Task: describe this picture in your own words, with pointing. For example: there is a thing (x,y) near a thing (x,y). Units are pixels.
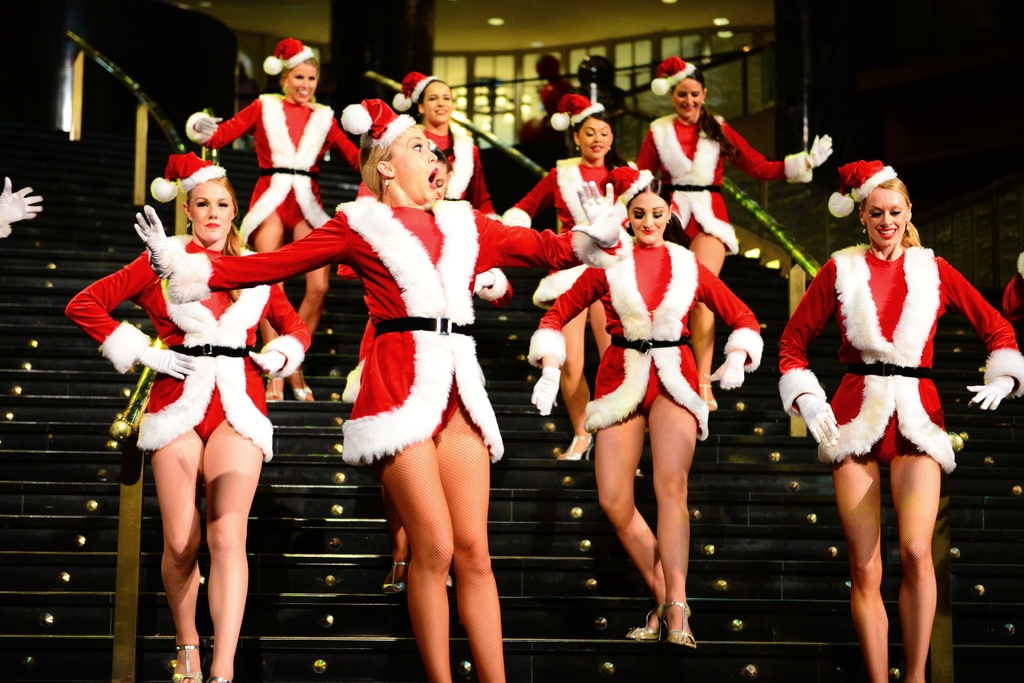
In the middle of the image (641,235) few women (693,257) are walking on the steps (94,142) and smiling.
